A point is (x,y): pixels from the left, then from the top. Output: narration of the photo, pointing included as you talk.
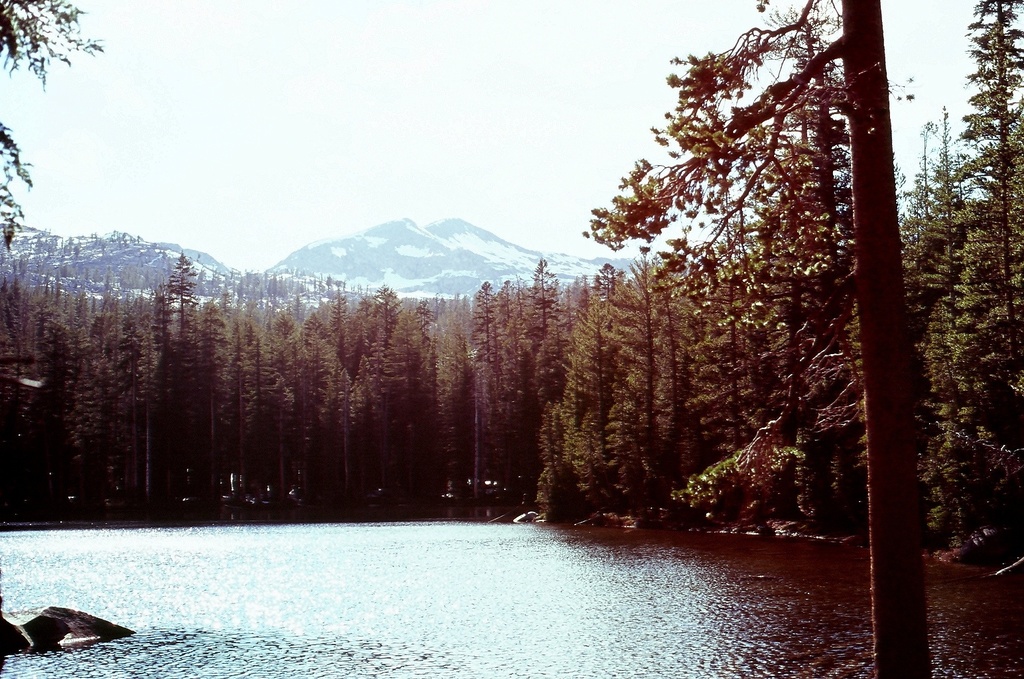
This looks like a lake (253,541) with the water (519,656) flowing. These are the trees (915,478) with branches (584,339) and leaves (670,426). In the background (168,244), I can see the mountains (457,244) with the snow (471,238).
